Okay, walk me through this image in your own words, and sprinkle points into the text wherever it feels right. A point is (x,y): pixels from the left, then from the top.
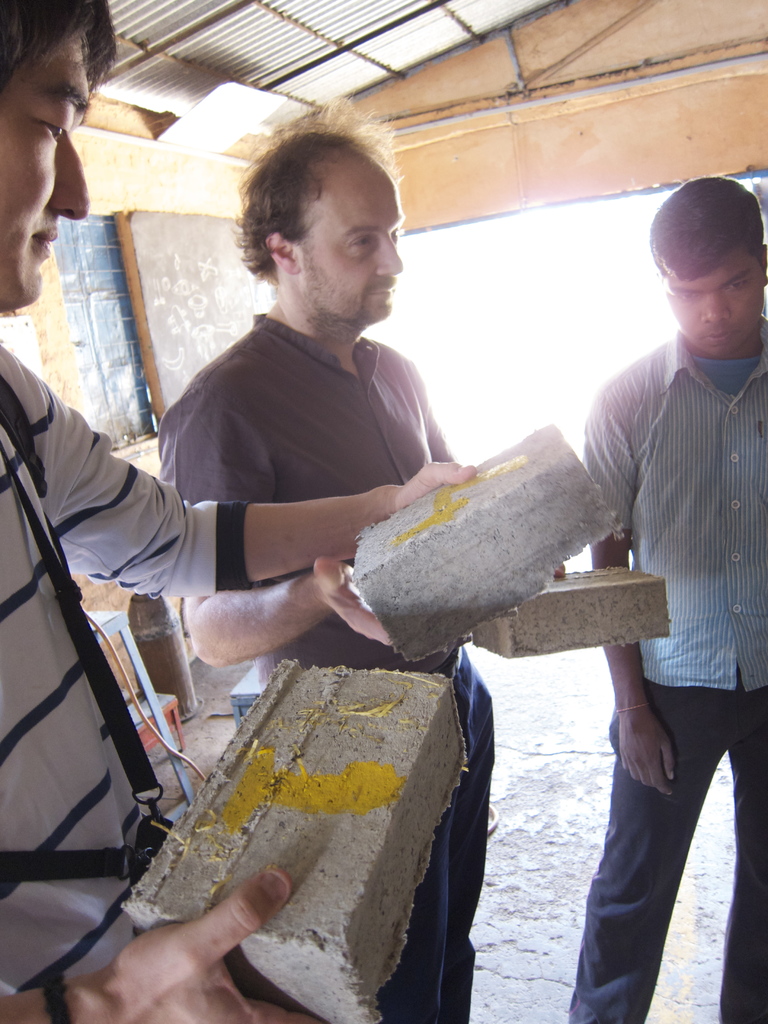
On the left side (40,544), there is a person (57,732) in white color T-shirt (54,643), smiling and holding bricks (172,841) with both hands (256,881). Beside him, there is another person (294,448) holding a brick (633,582) and standing. On the right side (676,556), there is a person (717,442) in a shirt (717,428), standing. In the background (190,315), there is a roof (585,10) and a black board (187,278).
